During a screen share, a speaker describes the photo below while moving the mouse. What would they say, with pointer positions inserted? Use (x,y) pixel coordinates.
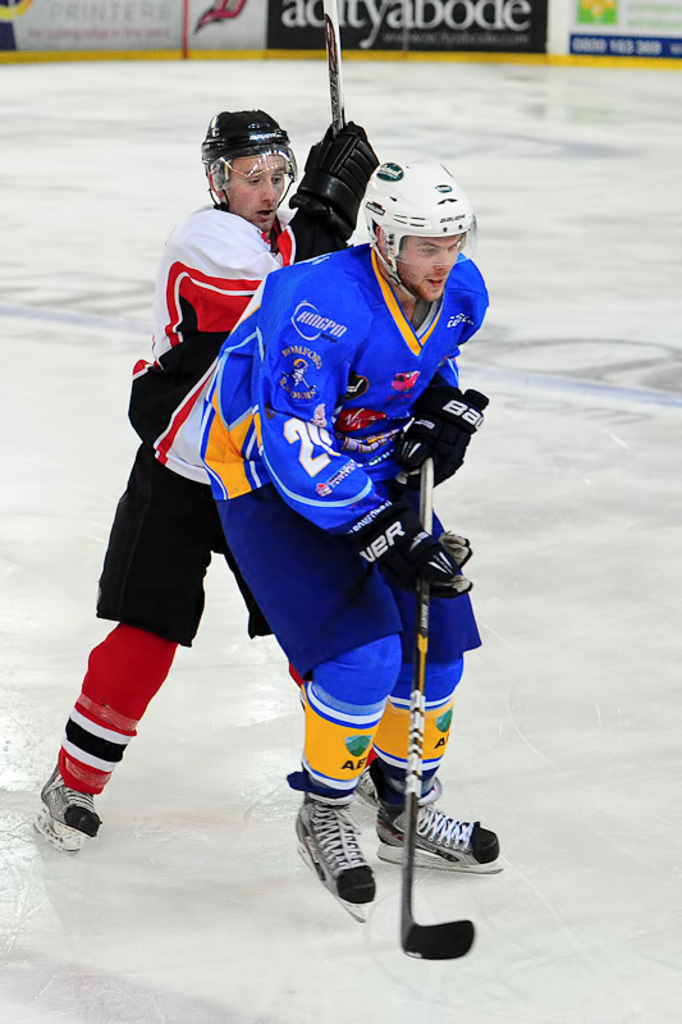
In the center of the image (396,520) we can see two persons (336,607) are ice skating. And they are holding sticks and they are wearing helmets (457,211) and jackets (367,342). In the background (627,19) we can see banners (107,45) and a few other objects (440,55).
